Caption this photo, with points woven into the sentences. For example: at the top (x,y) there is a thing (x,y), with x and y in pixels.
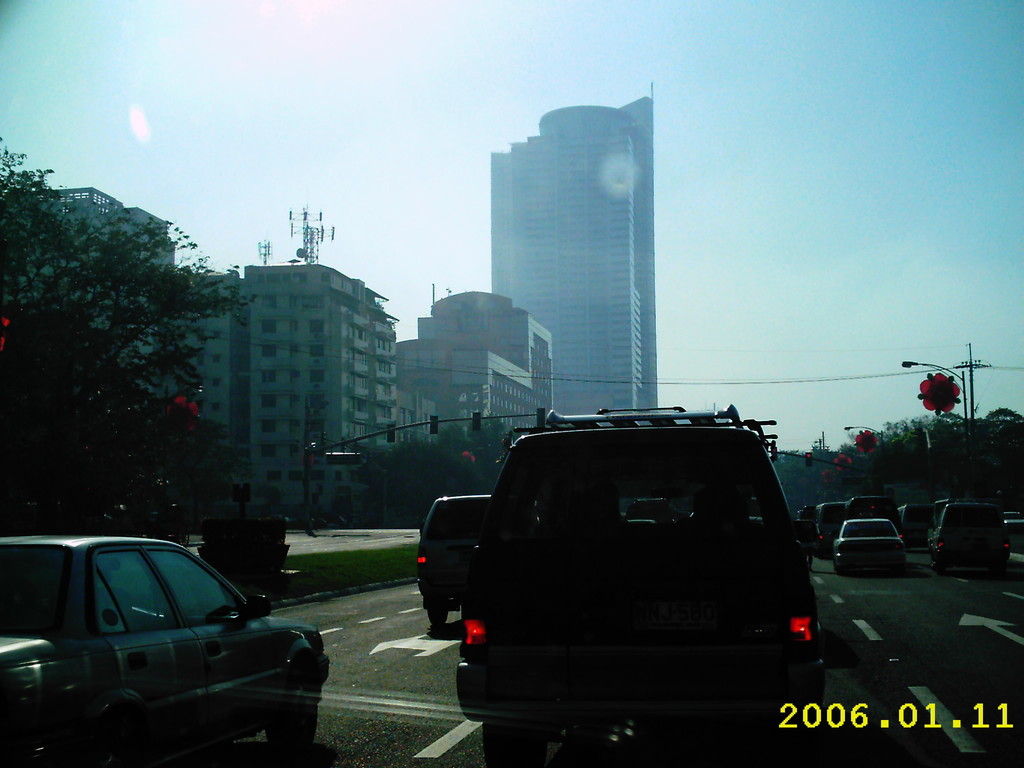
In this image there are trees (120,300) and buildings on the left corner (203,273). There is a road (399,721) at the bottom (389,747). There are vehicles (683,443) in the foreground (619,642). There are vehicles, poles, and trees (903,490) on the right corner (903,490). There is sky (889,256) at the top (926,199). And there are buildings (520,343) in the background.
